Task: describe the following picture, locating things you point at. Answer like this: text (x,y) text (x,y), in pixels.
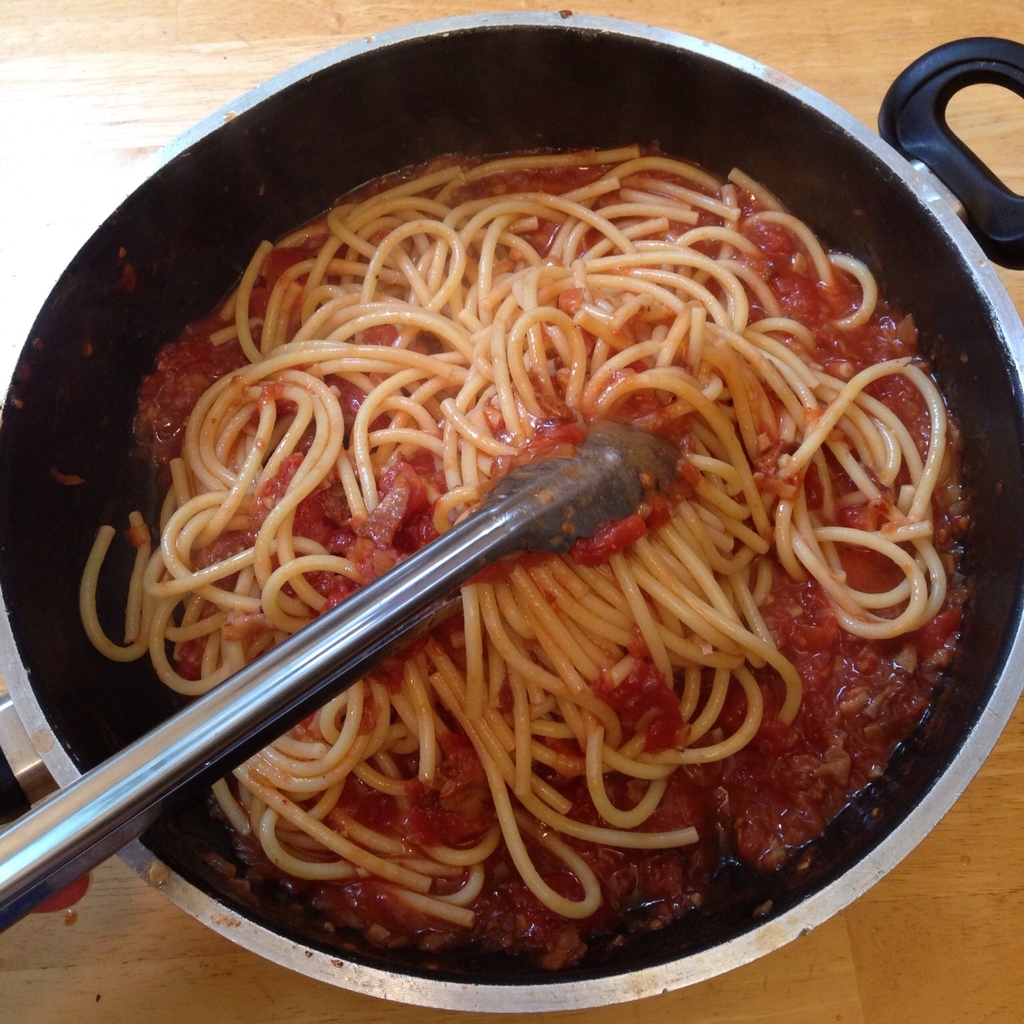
In the middle of this image (603,500), there are noodles (682,538) with sauce (615,534), and a handle (82,784) in the pan (158,701). This pan (983,419) is placed on a surface (1008,785). And the background (129,975) is brown in color.
